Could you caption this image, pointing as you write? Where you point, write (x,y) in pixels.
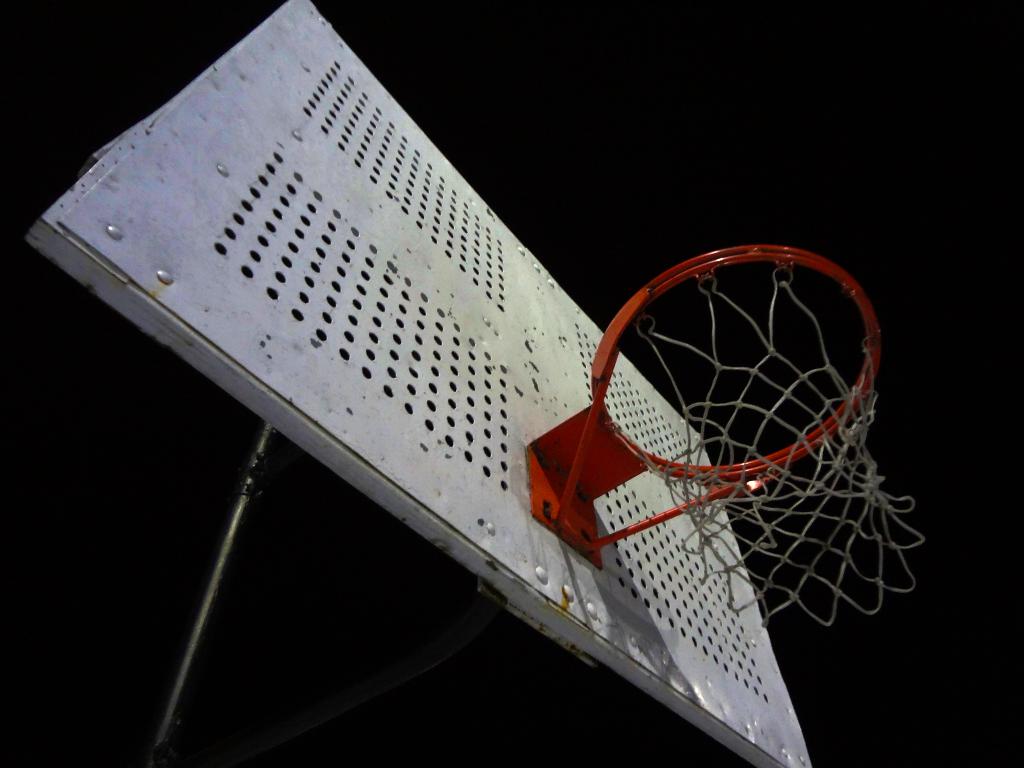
In this image, we can see a basketball hoop (599,455) and rods (187,681). In the background (113,564), we can see dark.
